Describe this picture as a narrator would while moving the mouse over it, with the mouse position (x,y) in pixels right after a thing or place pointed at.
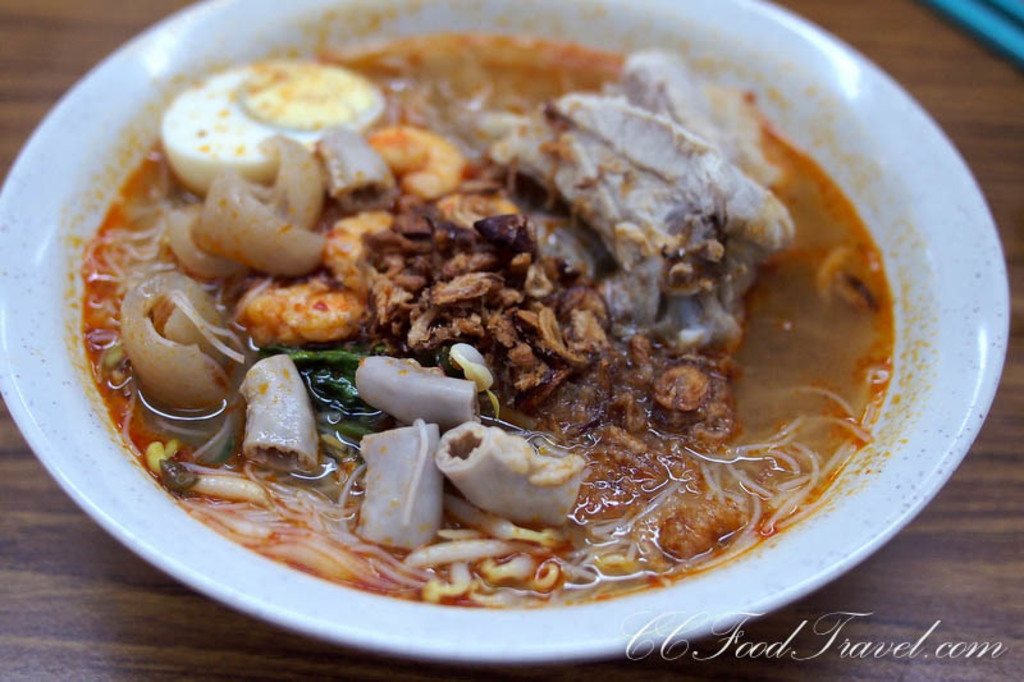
In this image there is a food item (463,132) placed in a bowl (15,216), which is on the table (846,585). At the bottom of the image (775,654) there is some text (884,650).
